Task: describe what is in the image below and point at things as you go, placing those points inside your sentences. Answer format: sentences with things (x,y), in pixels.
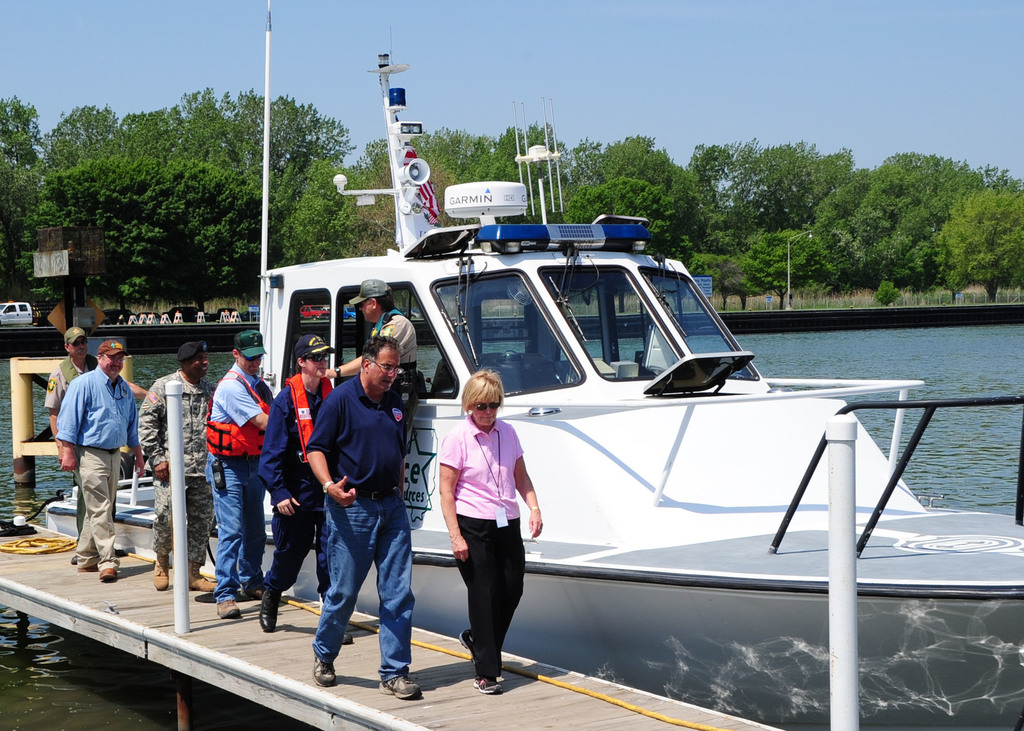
In this image there is the sky (735,70) towards the top of the image (773,94), there are trees (146,174), there are poles (807,232), there is a light (789,277), there are vehicles (318,316), there is water (874,350), there is a boat (672,403), there are group of persons (331,452) walking on the wooden floor (558,710), there is a rope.
